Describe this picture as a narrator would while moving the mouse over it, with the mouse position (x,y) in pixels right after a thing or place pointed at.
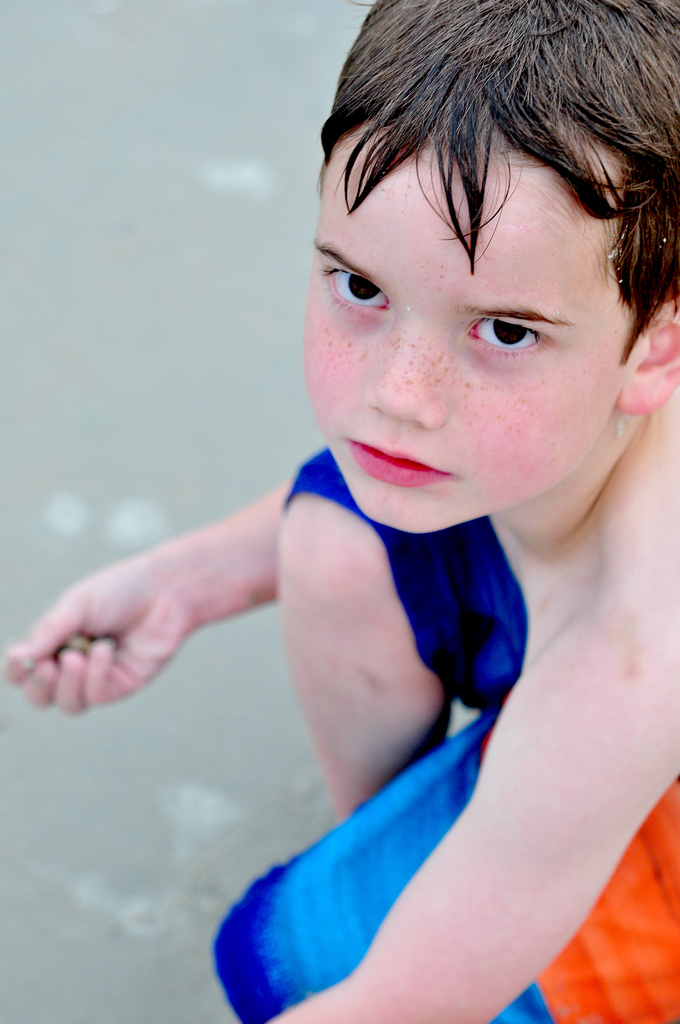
In this picture there is a boy (484,604) holding the objects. At the bottom (80,829) there might be water (136,863).
